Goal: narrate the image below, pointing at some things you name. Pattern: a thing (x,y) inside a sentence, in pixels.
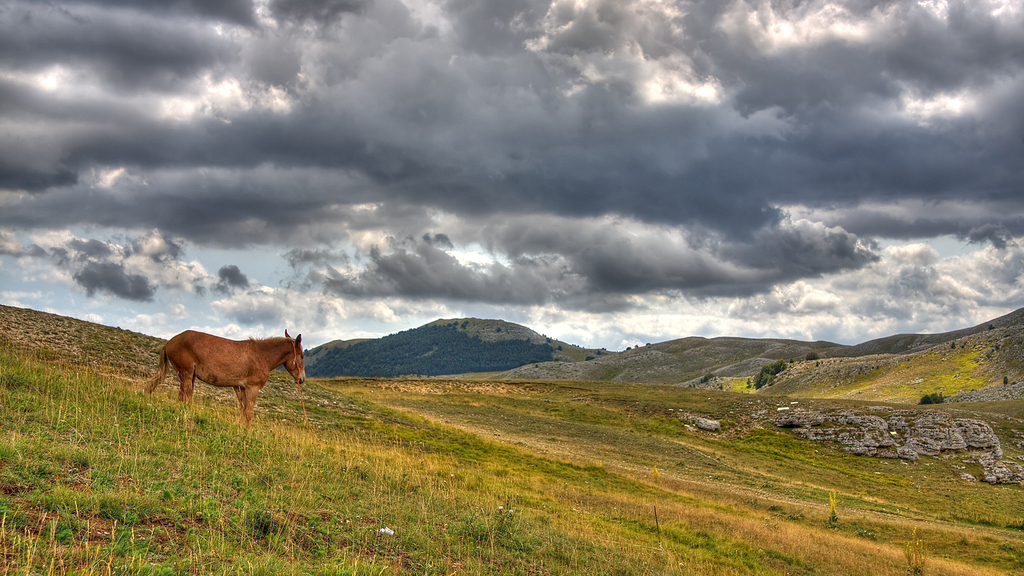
In this picture there is a horse (293,375) standing on the grass (719,460) and we can see hills (649,367) and trees (469,345). In the background of the image (510,192) we can see the sky (514,149) with clouds (514,177).
